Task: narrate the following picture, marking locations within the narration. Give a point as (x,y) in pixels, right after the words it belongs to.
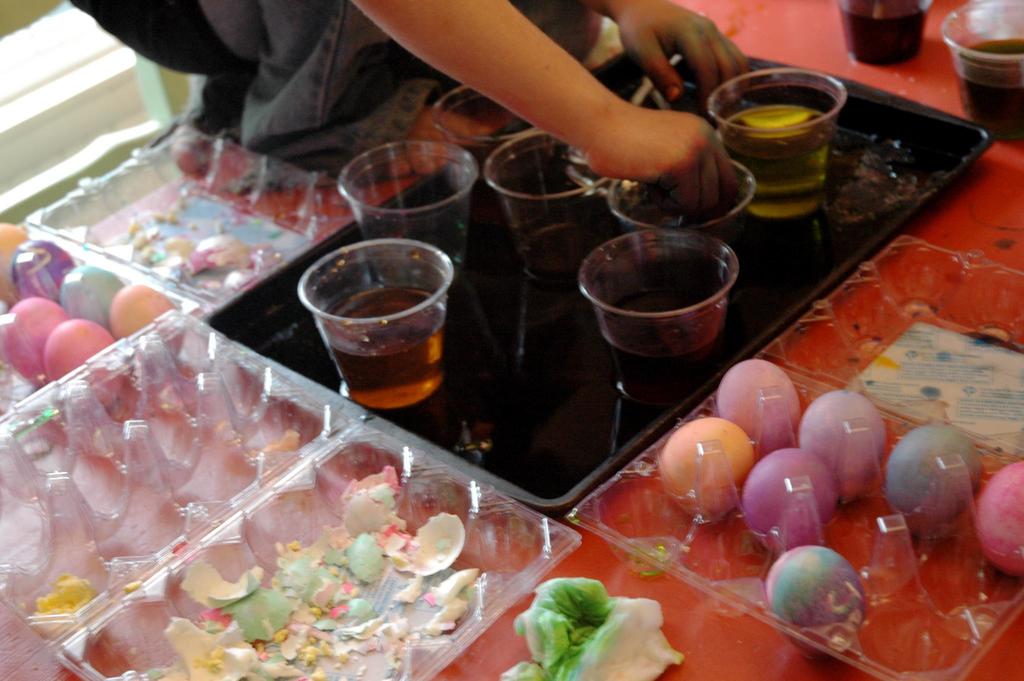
In this picture, we see the trays (157,280) containing colorful eggs (914,493), tissue paper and empty trays (320,496) are placed on the red table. We see a black tray (724,353) containing glasses (697,261), two glasses (1004,11) containing liquid (886,50) are placed on this table (1020,199). Beside that, we see the hands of the human (586,137) holding these glasses (601,250).
